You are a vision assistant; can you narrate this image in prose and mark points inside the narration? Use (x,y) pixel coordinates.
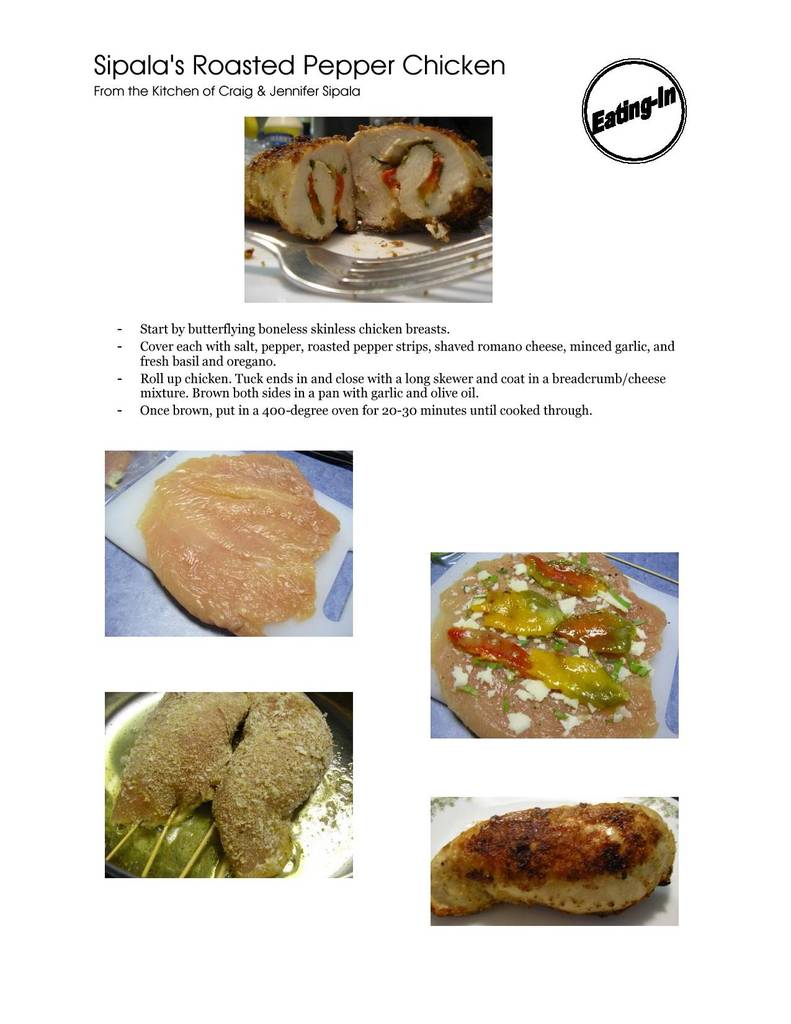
This is a poster (316,814) having five images (341,553) of food items (598,593) and black color texts (439,324). And the background (718,535) is white in color.
